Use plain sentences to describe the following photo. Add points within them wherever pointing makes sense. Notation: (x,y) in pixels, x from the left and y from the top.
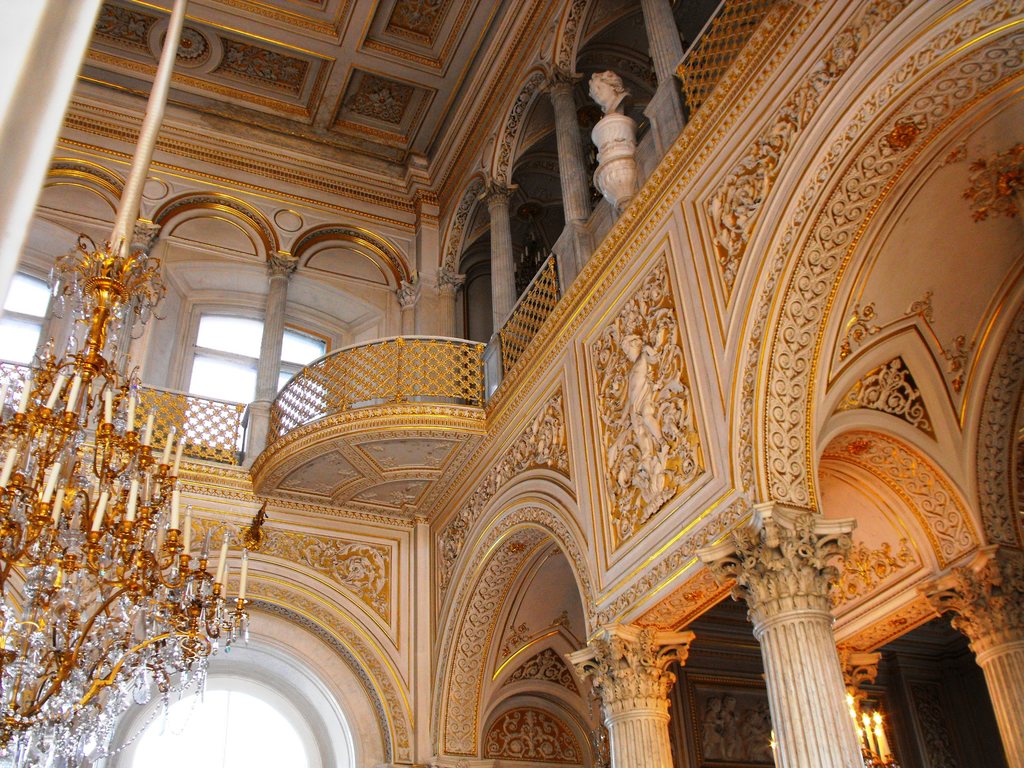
An inside picture of a building (404,665). Here we can see chandelier (109,417), pillars (564,173), fence (529,334), statue (607,80) and designed walls (750,633).
